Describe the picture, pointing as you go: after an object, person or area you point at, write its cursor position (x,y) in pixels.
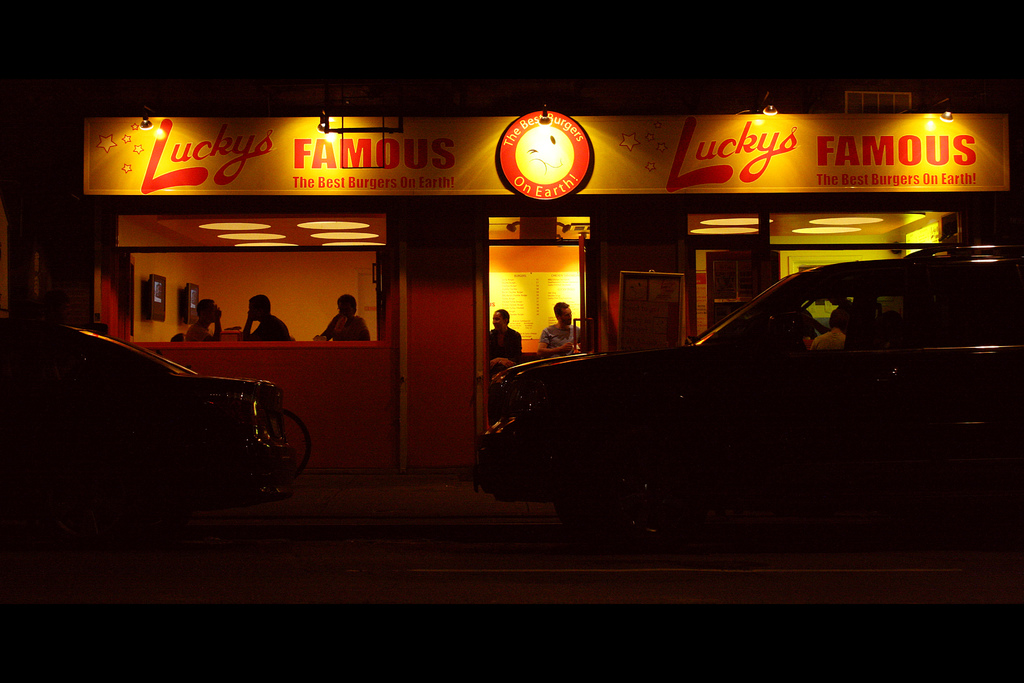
In this picture, we see many people (550,333) sitting in the room (552,258) and behind these people (511,357), we see a white board (553,295) with some text (554,299) written on it. Above that, we see a hoarding board (597,148) on which "Luckys" is written on it and beside that, we see vehicles (684,491) parked on road (532,580) and this picture is taken in dark.
